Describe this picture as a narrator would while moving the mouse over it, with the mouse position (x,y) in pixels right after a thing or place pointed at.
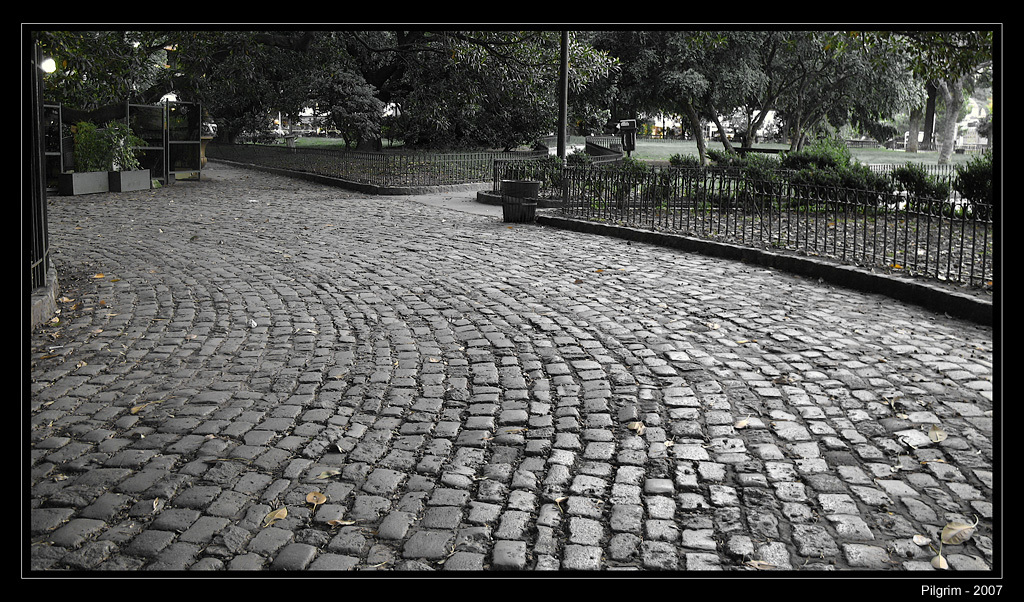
This is an edited image. I can see the iron grilles (289,148), plants (854,173), and trees (696,112). At the top left side of the image (84,147), these are looking like the boards (177,131) and two flower pots (104,187) with plants (98,149). I can see a dustbin (519,199) on the pathway (783,388). At the bottom right side of the image (993,597), I can see the watermark (971,585).
